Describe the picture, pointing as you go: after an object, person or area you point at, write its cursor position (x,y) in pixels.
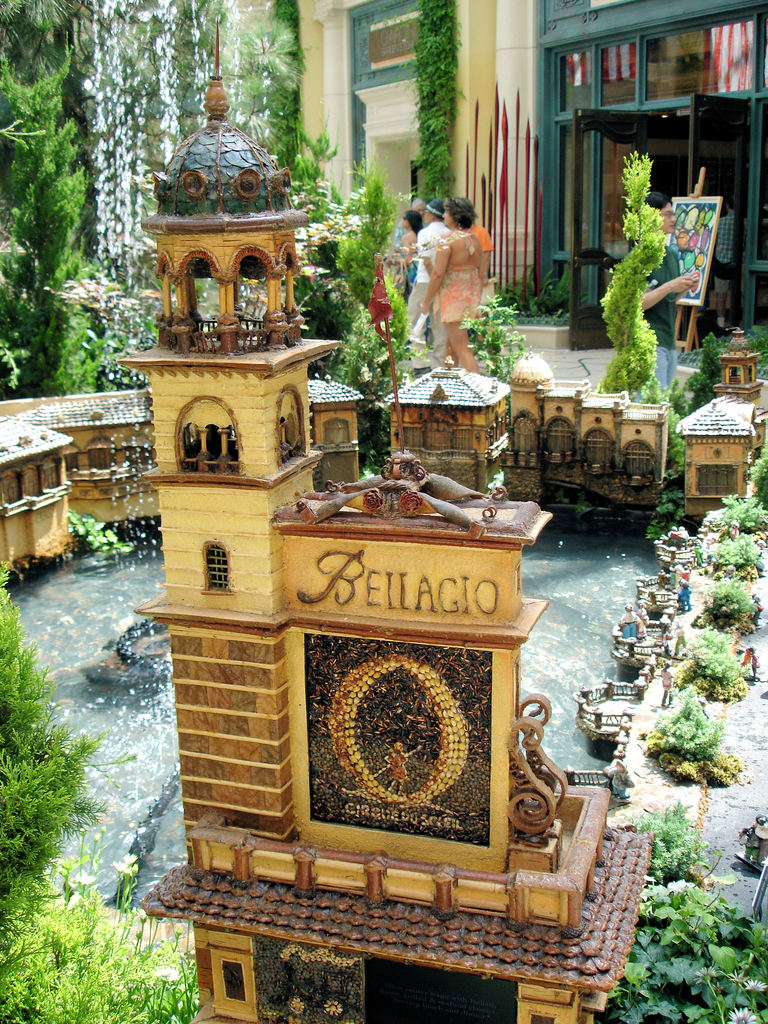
In this image I can see a miniature set (297,354) in the front (441,624) where I can see few buildings (289,504), water (564,596) and plants (657,1013). In the background (470,241) I can see few trees (56,159), few people (436,215), few buildings (465,146) and a board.
